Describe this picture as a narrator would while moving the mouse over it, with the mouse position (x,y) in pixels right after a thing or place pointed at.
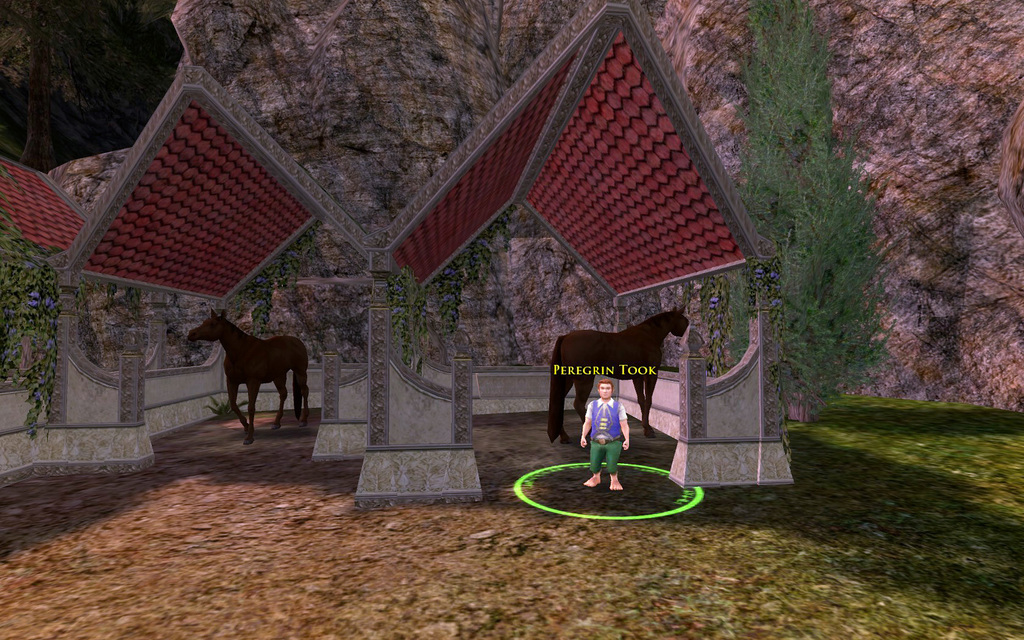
In this image I can see an animated image. In the image I can see the person (610,422) with white, purple and green color dress (601,438) and there are two animals (303,388) standing under the shed (565,240). In the background (809,199) I can see the trees (763,157) and the rock (275,71).
